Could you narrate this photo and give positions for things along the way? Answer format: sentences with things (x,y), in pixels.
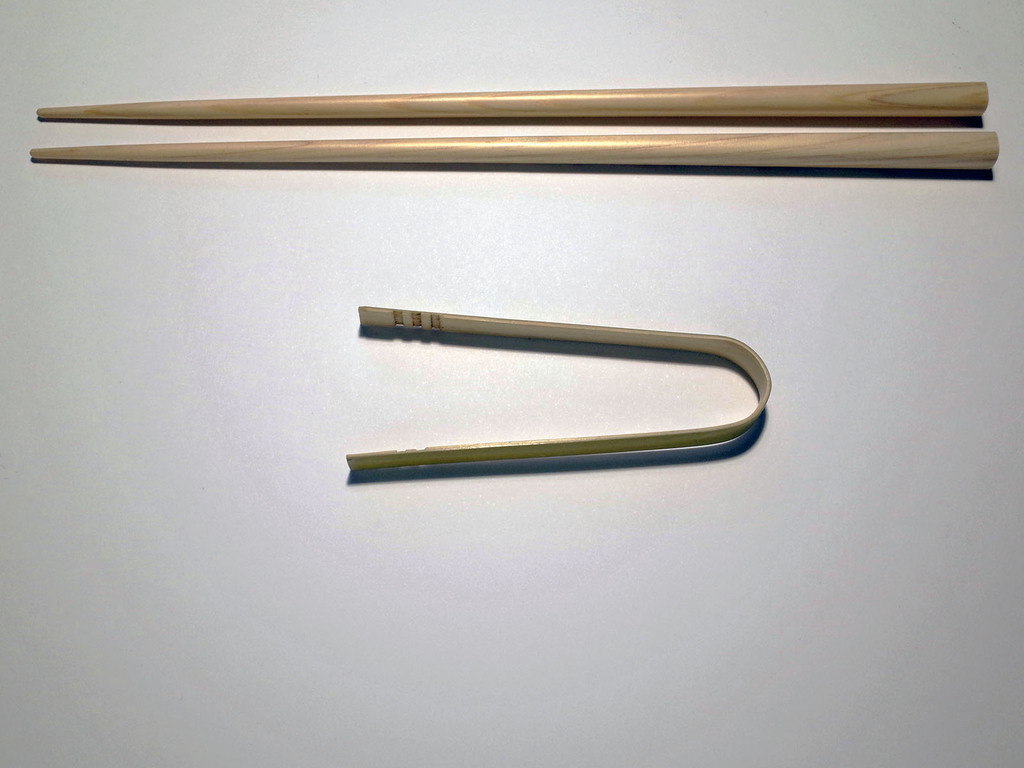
In this image i can see a white color background (176,383) and there are the wooden items (384,323), i can see three wooden items (332,113).
